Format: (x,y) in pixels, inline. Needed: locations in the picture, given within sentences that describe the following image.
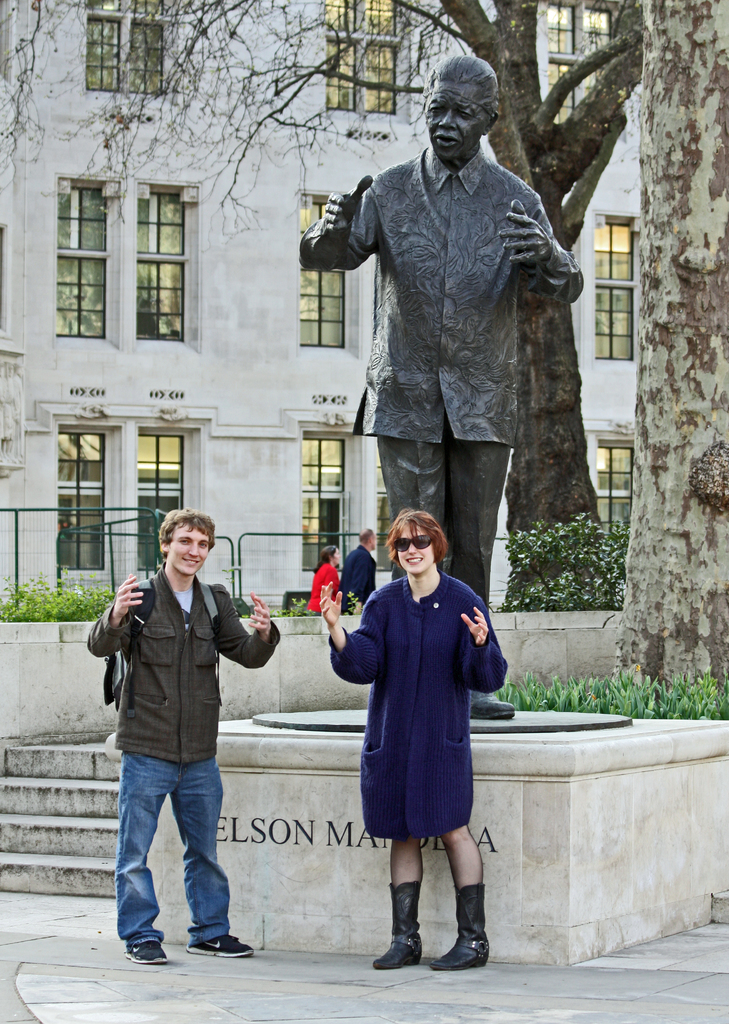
In the foreground of this image (454,653), there is a couple (456,696) standing in front of a statue (422,275). In the background (327,454), there are plants (52,592), railing (37,548), stairs (111,768), trees (576,82) and a building (207,338).
